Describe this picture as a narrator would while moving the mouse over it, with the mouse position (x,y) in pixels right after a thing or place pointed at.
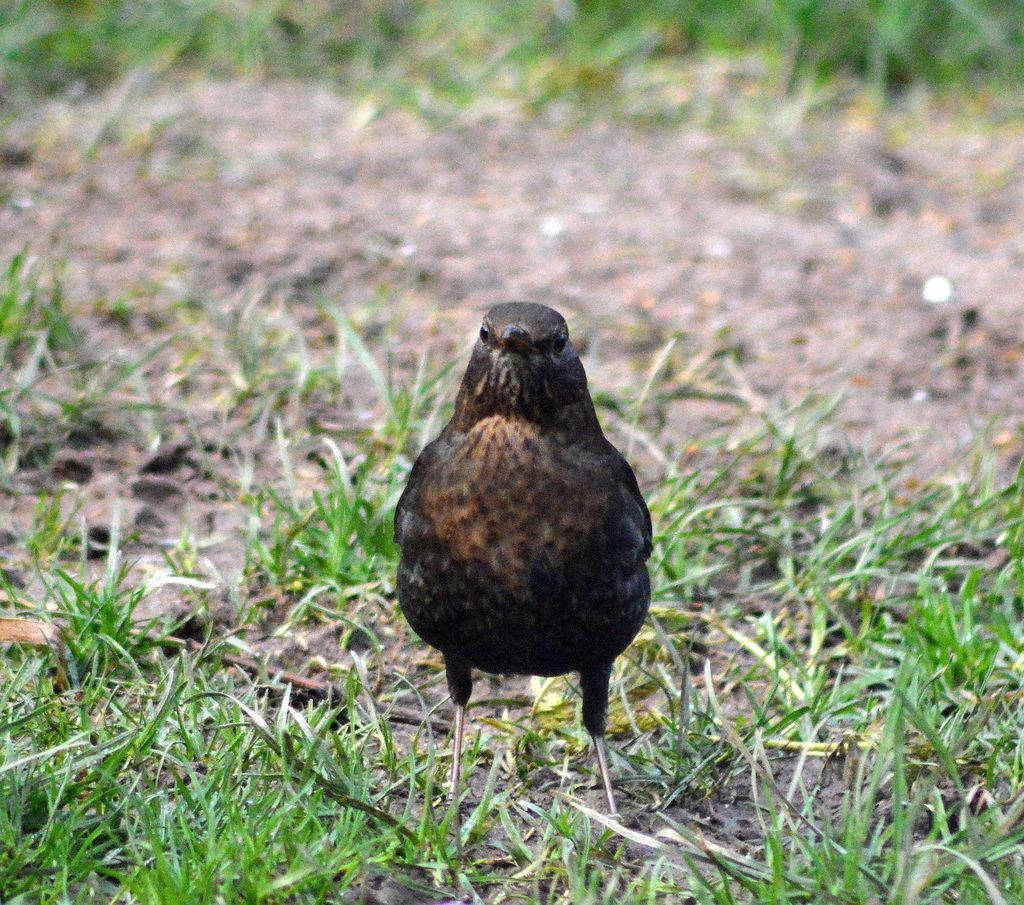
In this image in the front (489,600) there is grass (464,779) on the ground (528,769) and there is a bird (512,576) standing on the ground (344,118) and the background (356,111) is blurry.
